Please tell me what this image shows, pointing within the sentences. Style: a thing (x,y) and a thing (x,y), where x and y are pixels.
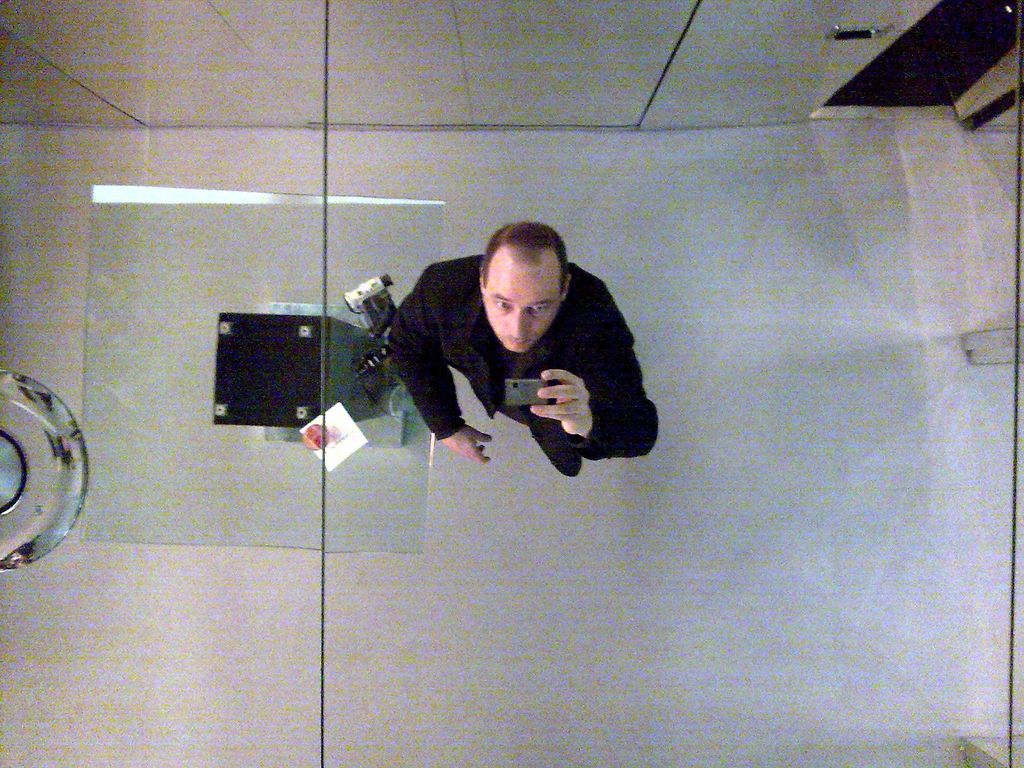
In the image there is a person (435,334) taking the picture of the roof (564,34), behind the man (447,331) there is a room (909,48) on the right side (882,42).
